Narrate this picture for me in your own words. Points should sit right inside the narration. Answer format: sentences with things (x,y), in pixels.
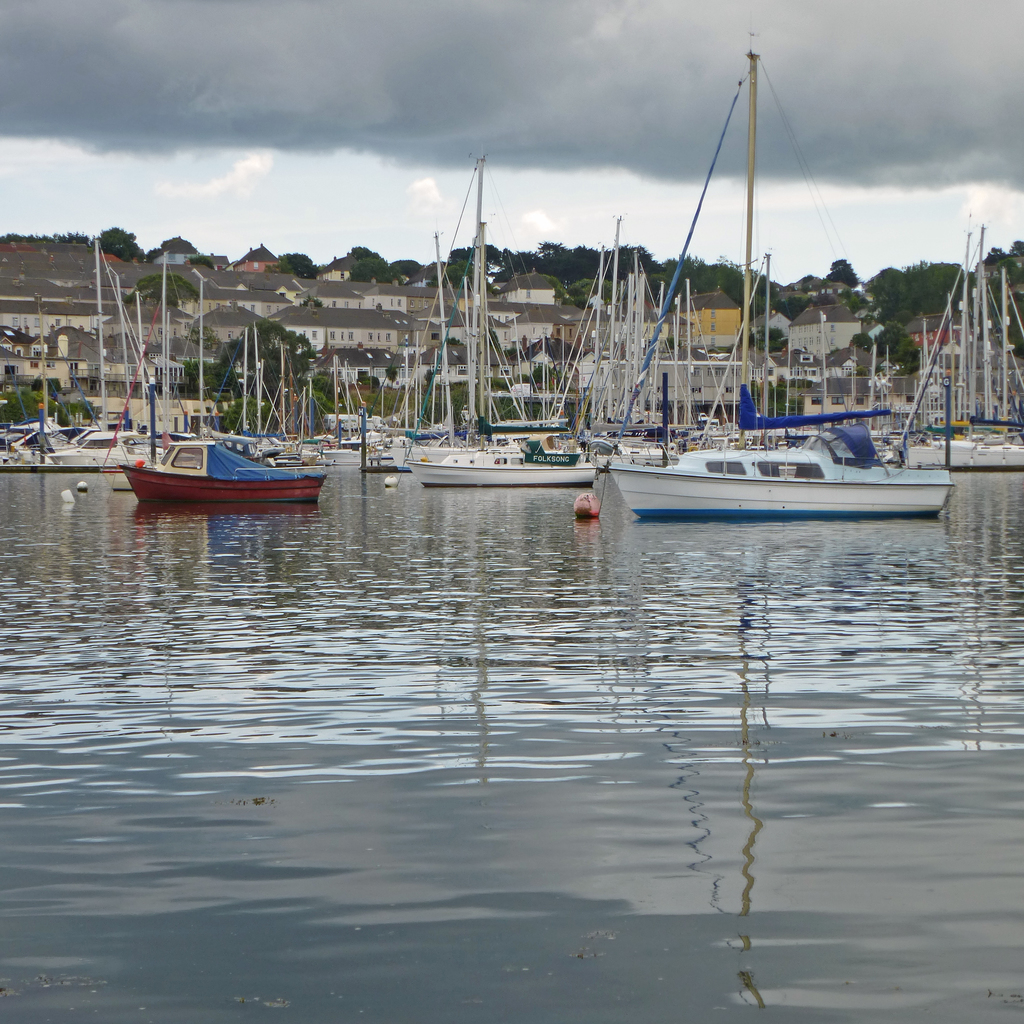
In this picture in the front (467,697) there is water (478,753). In the background (881,382) there are boats (262,391) sailing on the water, there are buildings (740,325), trees (928,294) and the sky (775,137) is cloudy.
